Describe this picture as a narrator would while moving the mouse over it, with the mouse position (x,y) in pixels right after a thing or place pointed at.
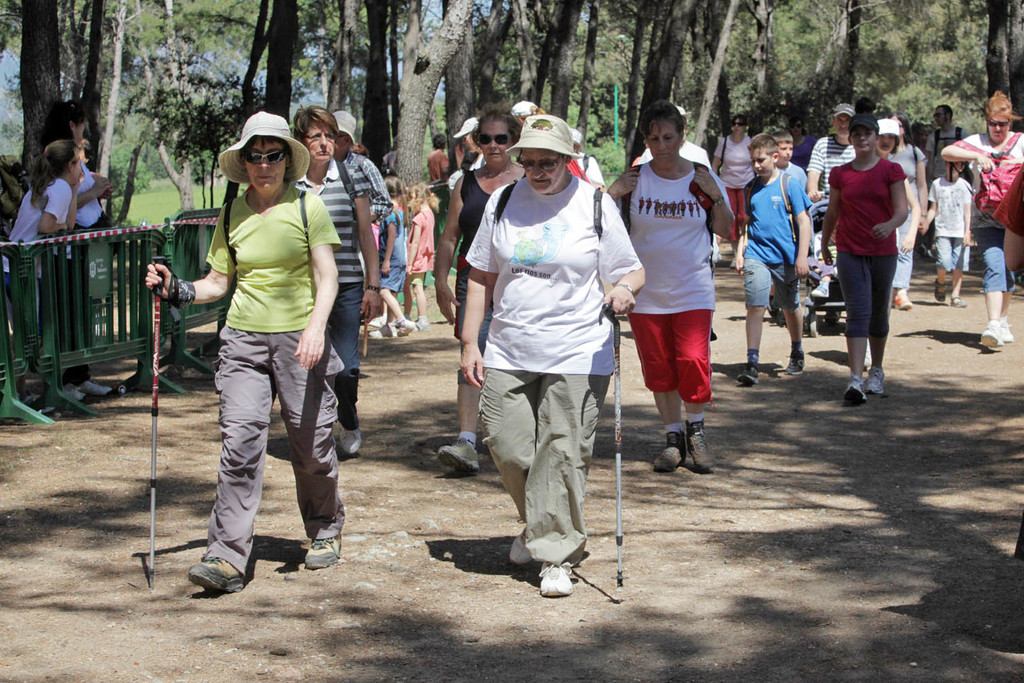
In this picture I can see the path (1011,596), on which there are number of people (267,357) and I can see 2 women (271,290) in front (562,412) holding sticks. On the left side of this image (219,219) I can see the fencing (128,285) and I see few more people (61,178) near to it. In the background (28,134) I can see number of trees (30,12).
